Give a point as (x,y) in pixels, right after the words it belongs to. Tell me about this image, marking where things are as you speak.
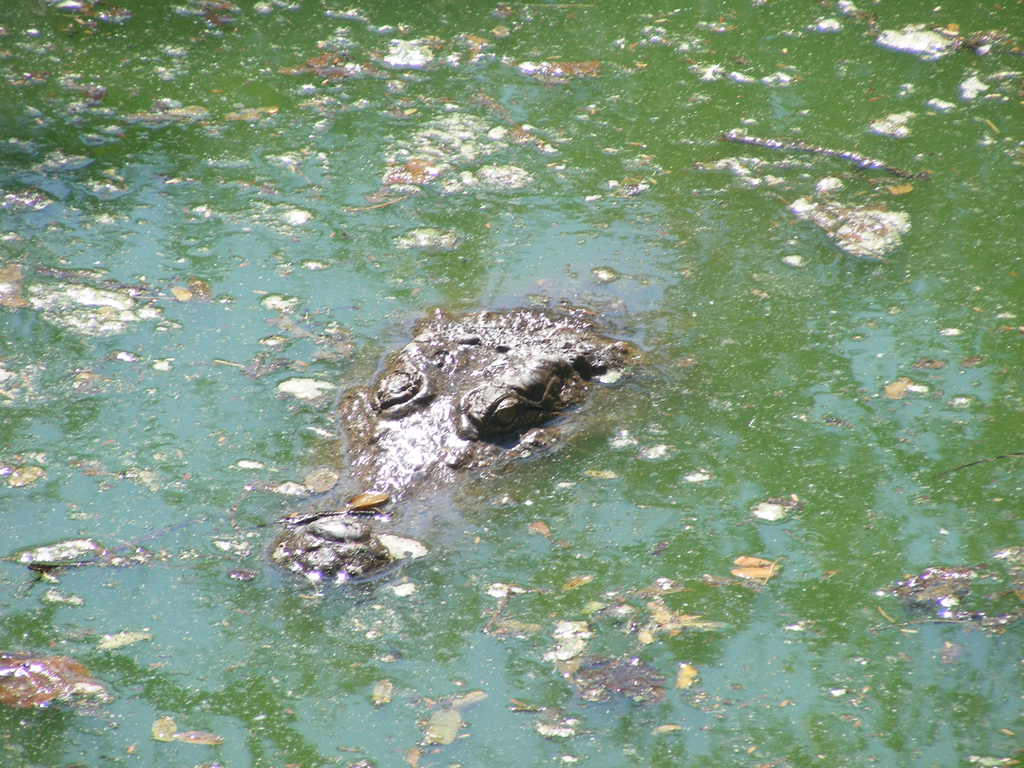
In this image we can see a crocodile (419,415) which is in water (78,271) and water (559,298) is in green color.
